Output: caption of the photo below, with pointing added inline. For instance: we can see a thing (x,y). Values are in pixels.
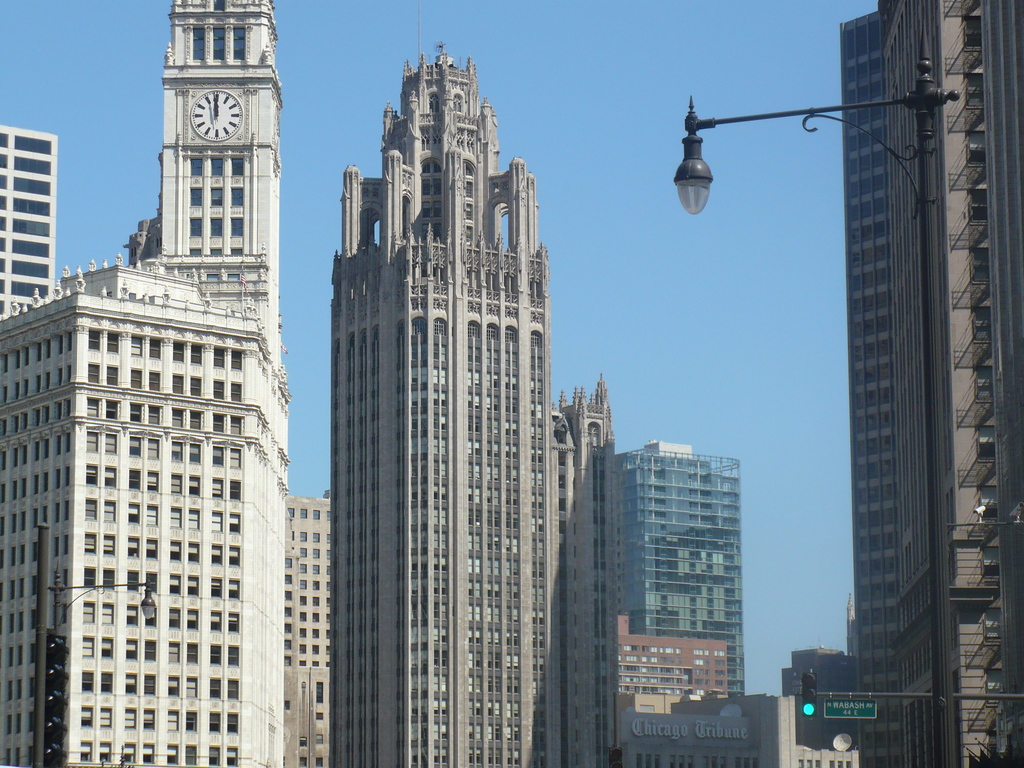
In this image there are tall buildings (245,410) one beside the other. On the right side (930,302) there is a pole (936,522) to which there is a lamp (692,191). In the background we can see a signal light (813,696) at the bottom right (803,697). Beside it there is a board (852,718). At the top (603,124) there is the sky (606,114). On the left side (215,128) top there is a clock (225,113) which is attached to the building (225,149).
